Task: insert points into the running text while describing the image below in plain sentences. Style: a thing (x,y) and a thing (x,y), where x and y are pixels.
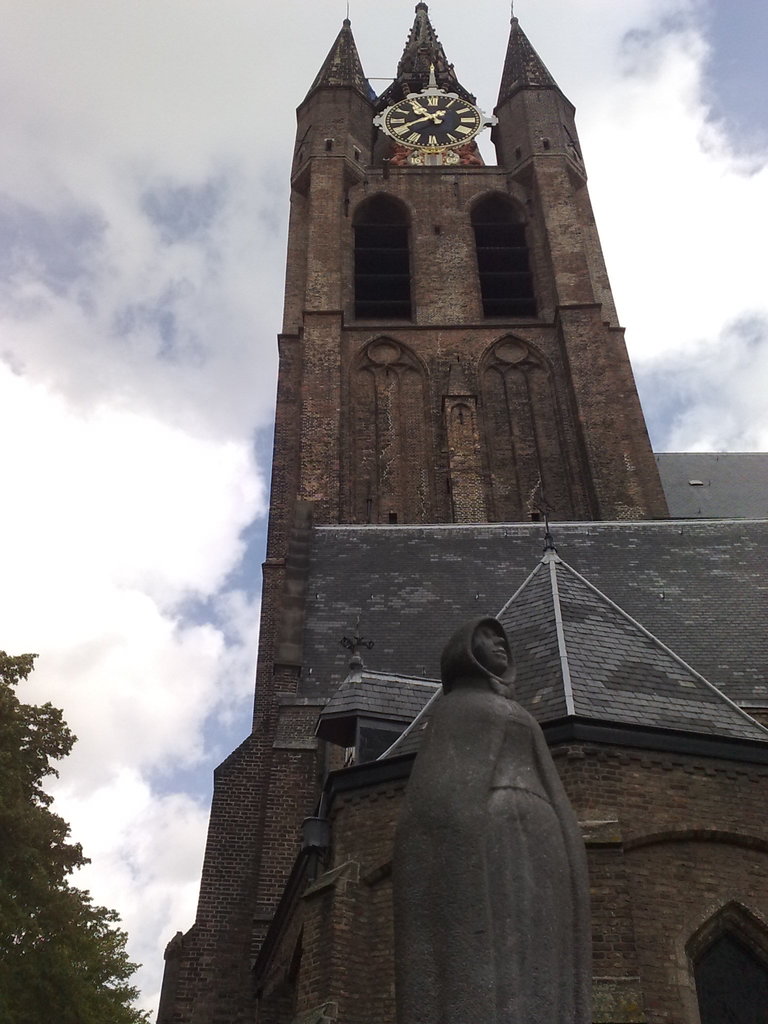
In this image I can see the building (572,673), statue (434,801), trees (28,758) and the sky (200,365) is in blue and white color. The watch (419,95) is attached to the building (419,169).
